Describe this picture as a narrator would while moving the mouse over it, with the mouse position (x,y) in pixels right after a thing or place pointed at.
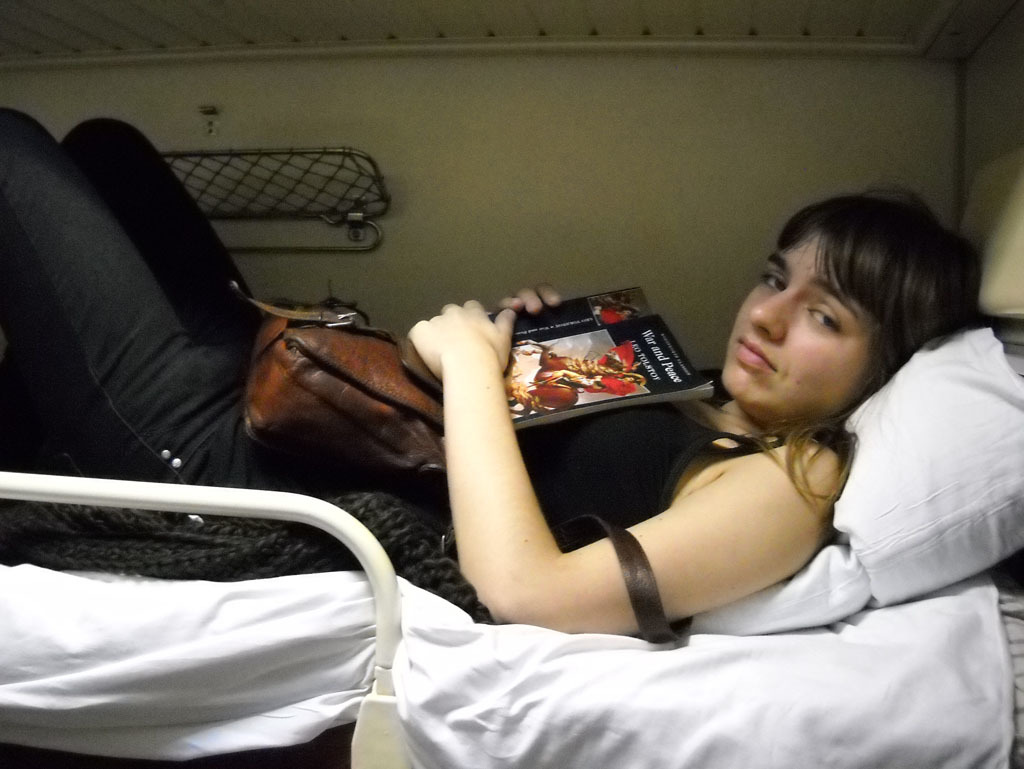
In this image I can see a person (166,439) lying on the bed (386,590). There is a bag (624,566), book (570,389) and a pillow (975,522).
